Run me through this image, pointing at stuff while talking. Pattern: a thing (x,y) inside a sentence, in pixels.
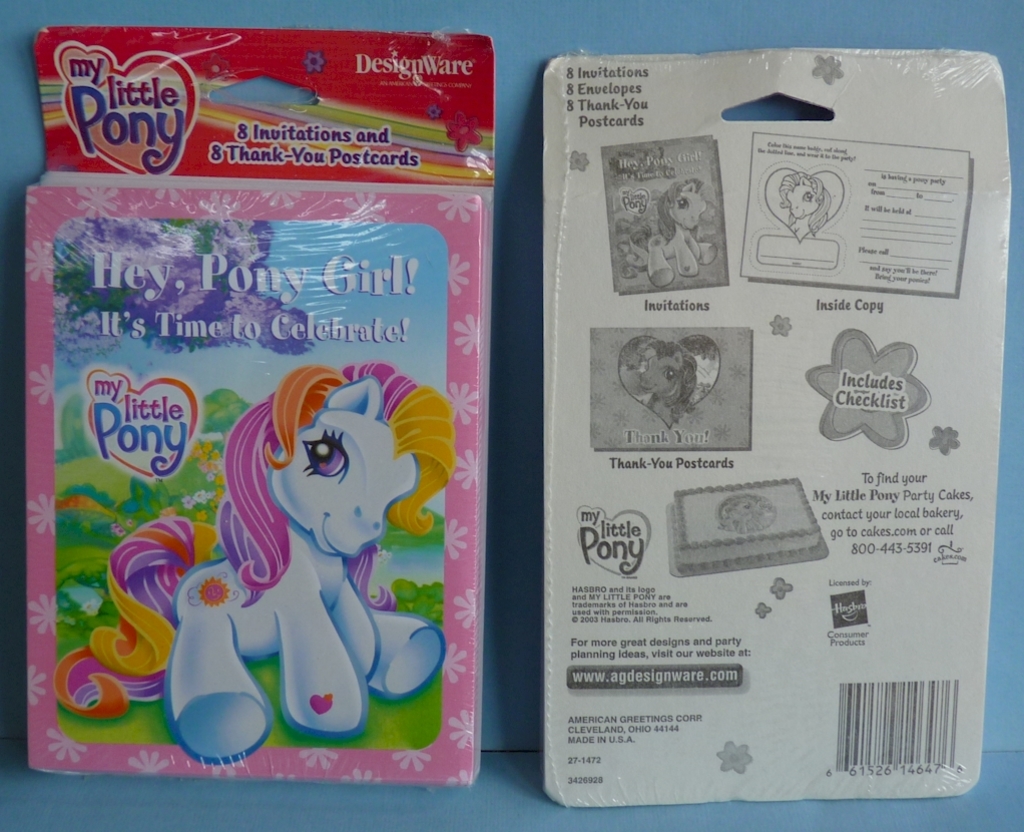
In this image, I think these are the postcards (182,263), which are packed. This is the backside (697,603) of the postcards (726,272). In the background (509,33), that looks like a wall (725,18), which is blue in color. I think this is the table (238,805).
